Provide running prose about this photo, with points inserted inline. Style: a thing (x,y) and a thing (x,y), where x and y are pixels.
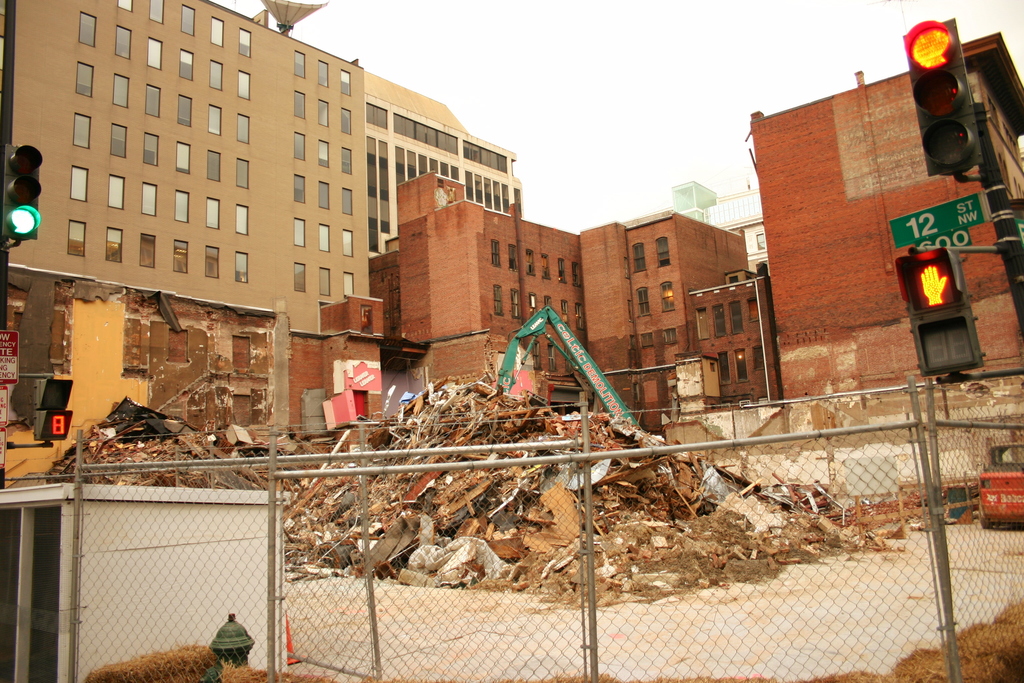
In this image, I can see the buildings (440,253) with windows (492,261). At the bottom of the image (438,644), I can see a fence (374,636), fire hydrant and a shed (52,498). On the left (17,236) and right side of the image (942,71), there are traffic lights (937,325). I can see the waste materials (473,397) and a crane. In the background (611,120), I can see the sky (715,101).
